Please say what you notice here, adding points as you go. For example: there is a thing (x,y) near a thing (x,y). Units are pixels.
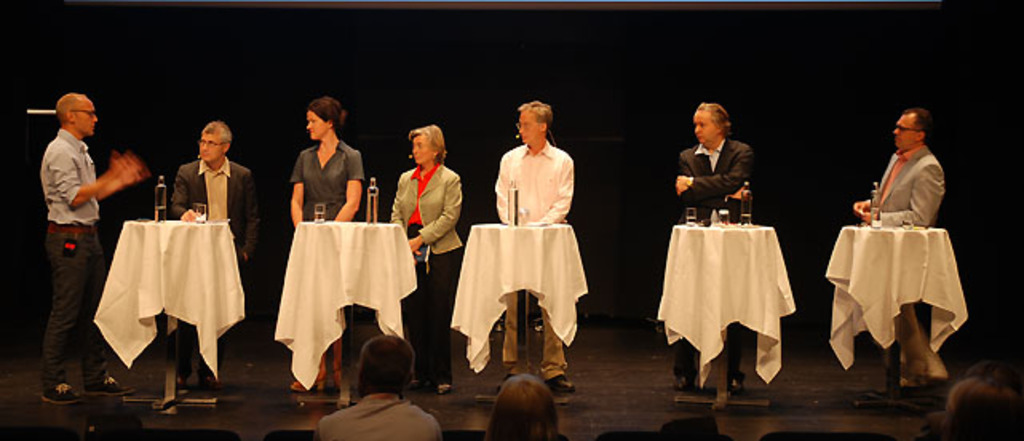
There are people (86,125) standing and we can see bottles (156,215), glasses (693,213) and clothes (375,223) on tables (366,242). These are audience (1021,423). Background (479,96) it is dark.
